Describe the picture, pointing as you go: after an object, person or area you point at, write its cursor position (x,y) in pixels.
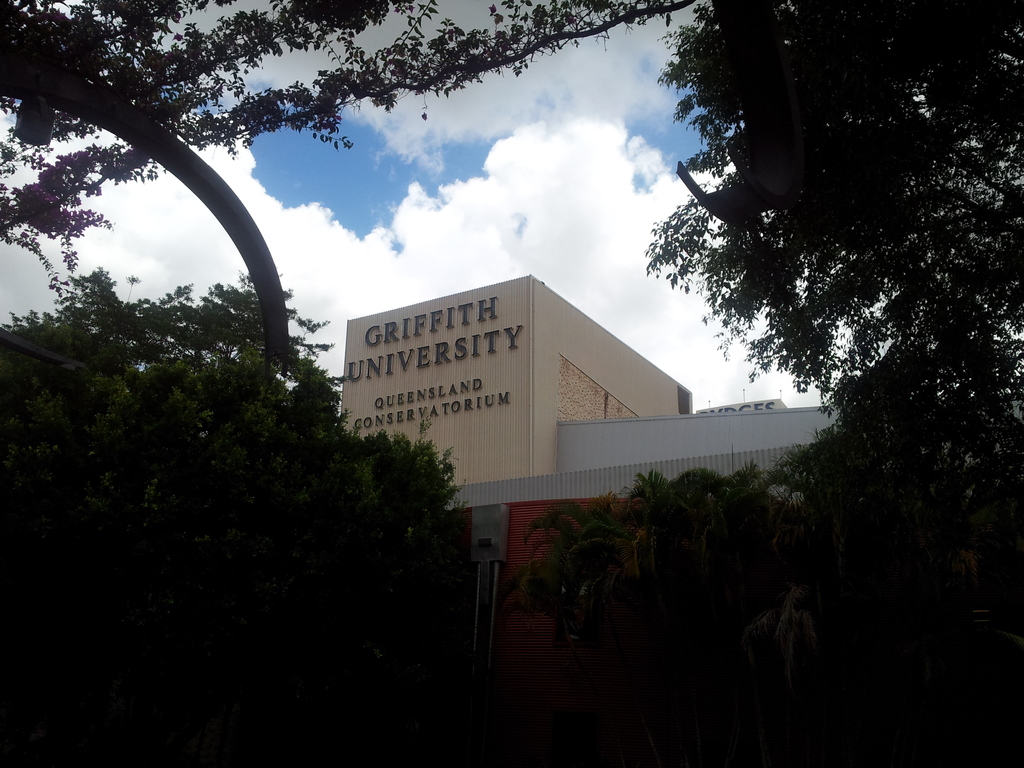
In this image we can see a building (747,423) and there is a text (512,336) on the wall (454,349) and we can see some trees (293,446) and there is a metal rod (739,12) at the top (248,255). We can see the creepers (388,90) and flowers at the top (418,60) and we can see the sky (632,43) with clouds (110,214).
